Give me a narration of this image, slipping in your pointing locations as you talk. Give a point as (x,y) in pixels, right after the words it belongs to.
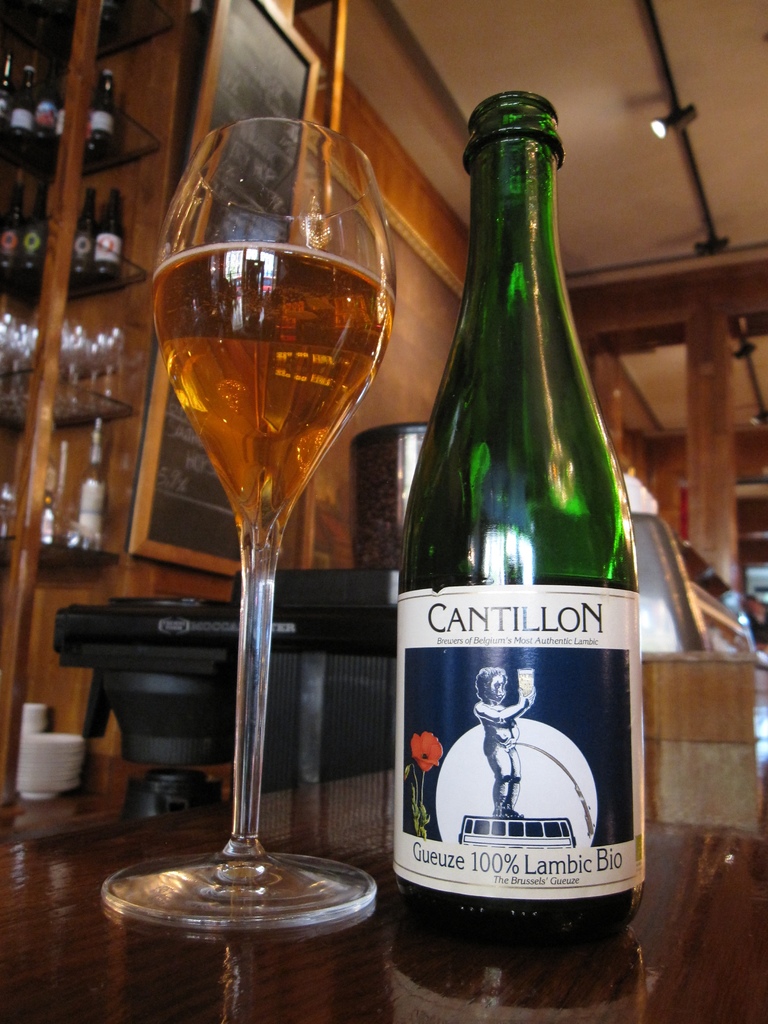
In this image i can see a bottle (485,421) and a glass (283,420) on a table (124,999) at the background (145,364) i can see few other glasses (110,364) on a rack (110,284) and a wooden cupboard (107,305).
